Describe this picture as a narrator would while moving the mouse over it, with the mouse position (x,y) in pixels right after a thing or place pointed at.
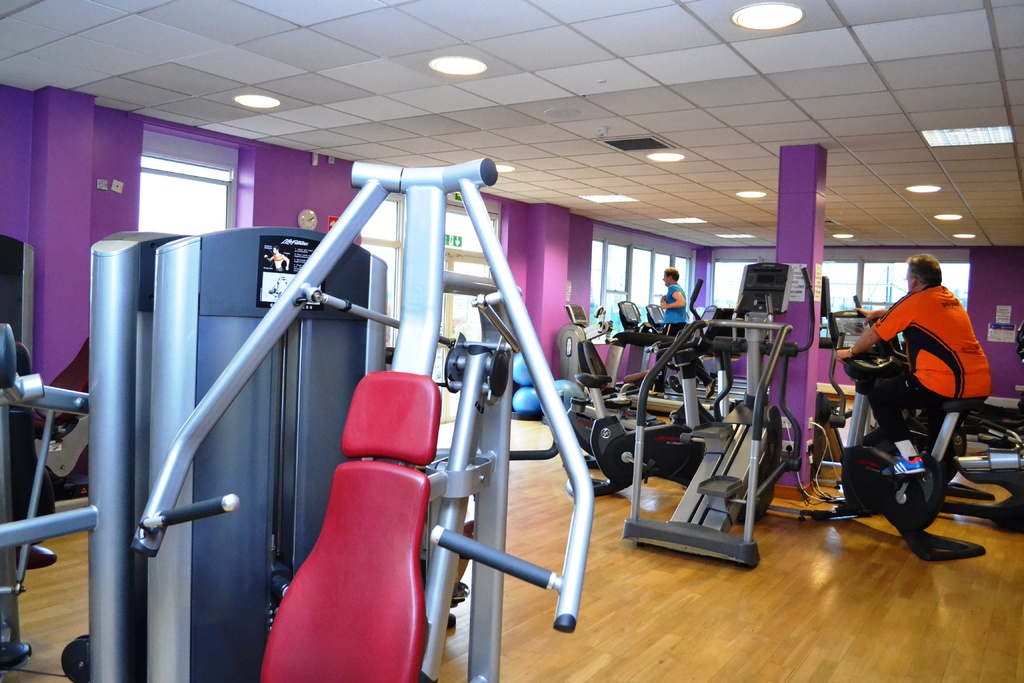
In the image we can see some gym equipments (483,301), few people (680,311) are doing workouts. At the top of the image (552,152) there is ceiling (1018,51) and lights (763,12).
